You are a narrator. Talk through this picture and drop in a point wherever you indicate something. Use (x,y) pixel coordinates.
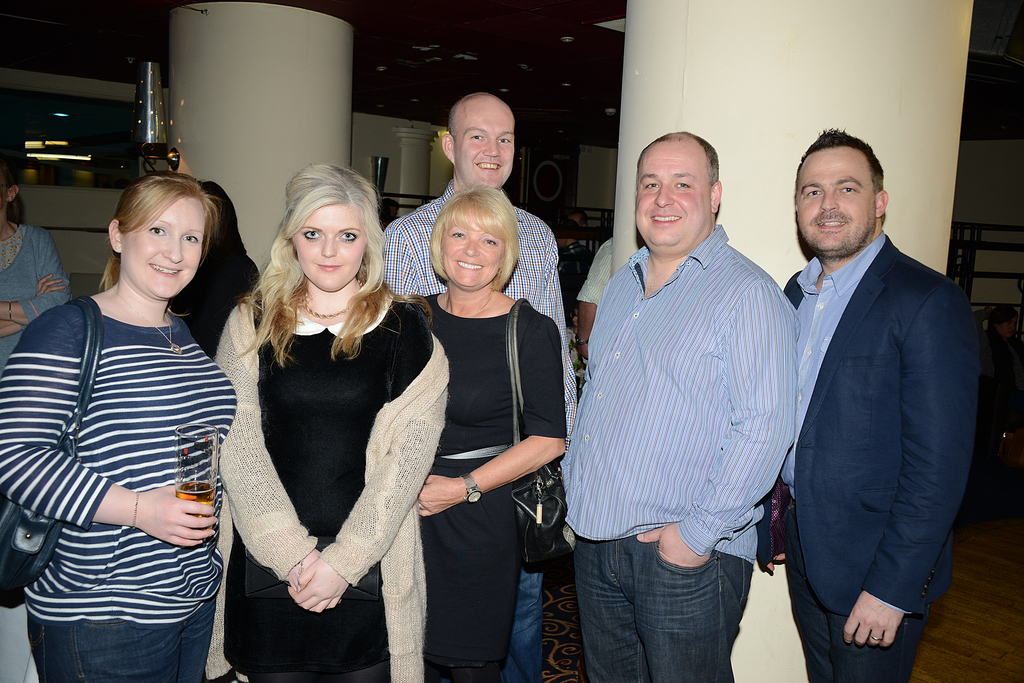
In this image I can see the group of people (450,382) with different color dresses (424,211). I can see few people (123,416) with the bags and one person (159,519) holding the glass (180,481). In the background (248,173) I can see the pillars (792,71) and the lights (149,85) at the top (217,51).
